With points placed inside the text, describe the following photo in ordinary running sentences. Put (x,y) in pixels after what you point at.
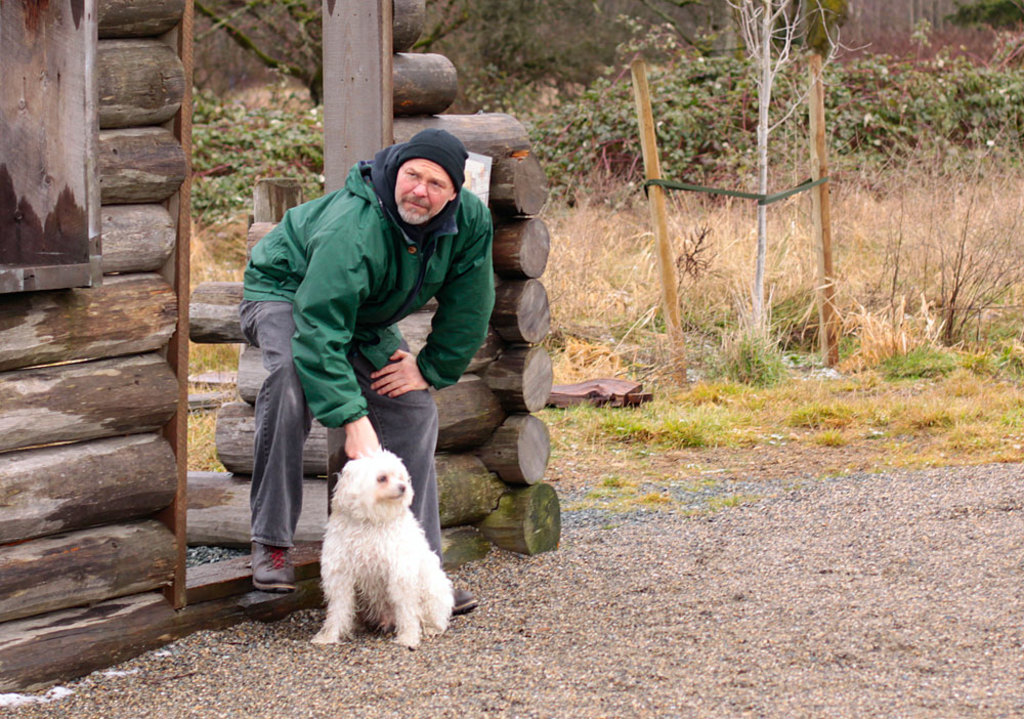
In the foreground of the image (432,334), there is a person (478,302) standing and wearing a green color jacket (342,305) and black color trouser (280,429). In front of that, a dog (350,473) is sitting which is white in color. In the left side of the image (129,359), there is a wood rack (64,424). In the background of the image (659,39), there are trees (270,29) and grass (862,322) visible. And at the bottom of the image (719,561), ground (774,637) is visible.
